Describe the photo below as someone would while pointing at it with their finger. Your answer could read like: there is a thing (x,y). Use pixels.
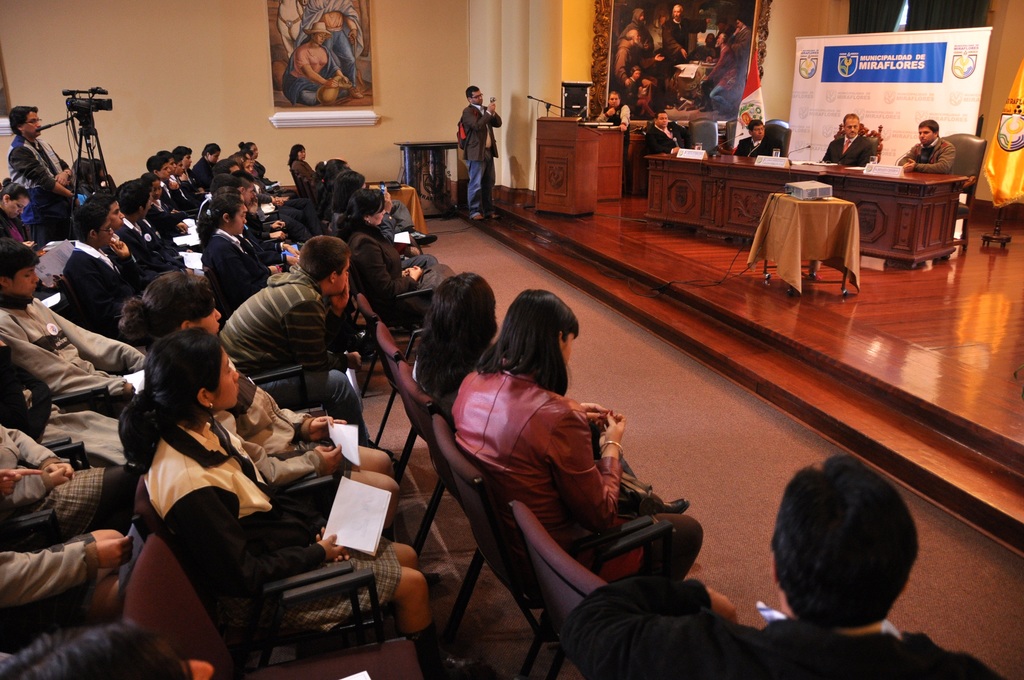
In this image on the center (445,297) group of people (320,230) sitting on the chair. On the left top (59,214) there is a man (41,199) with blue and gray colour jacket (26,176) standing in front of the camera (84,113). beside him there is a wall (86,53), there is a photo frame (300,39) on that wall (202,50). In Front of the photo frame (359,75) in the center of the image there is a person (484,144) standing and wearing a backpack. In Front of him there is a podium (550,140) along with a mike (547,106). Right side (760,133) in the middle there is a table (779,170) and four people (665,144) sitting on the chair (700,139). Backside of the persons (857,138) there is a board (828,96) written some text (876,68). Back side of the board (860,39) there is a curtain (854,28) with black colour, beside that there is a photo frame (763,31). on that photo frame (725,44) there is a group of people (706,50), beside that there is a man (629,126) sitting behind the wooden table (624,140) and wearing a black colour jacket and then in the right side (773,228) middle there is table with cloth (772,242) and object (793,196) on the table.
